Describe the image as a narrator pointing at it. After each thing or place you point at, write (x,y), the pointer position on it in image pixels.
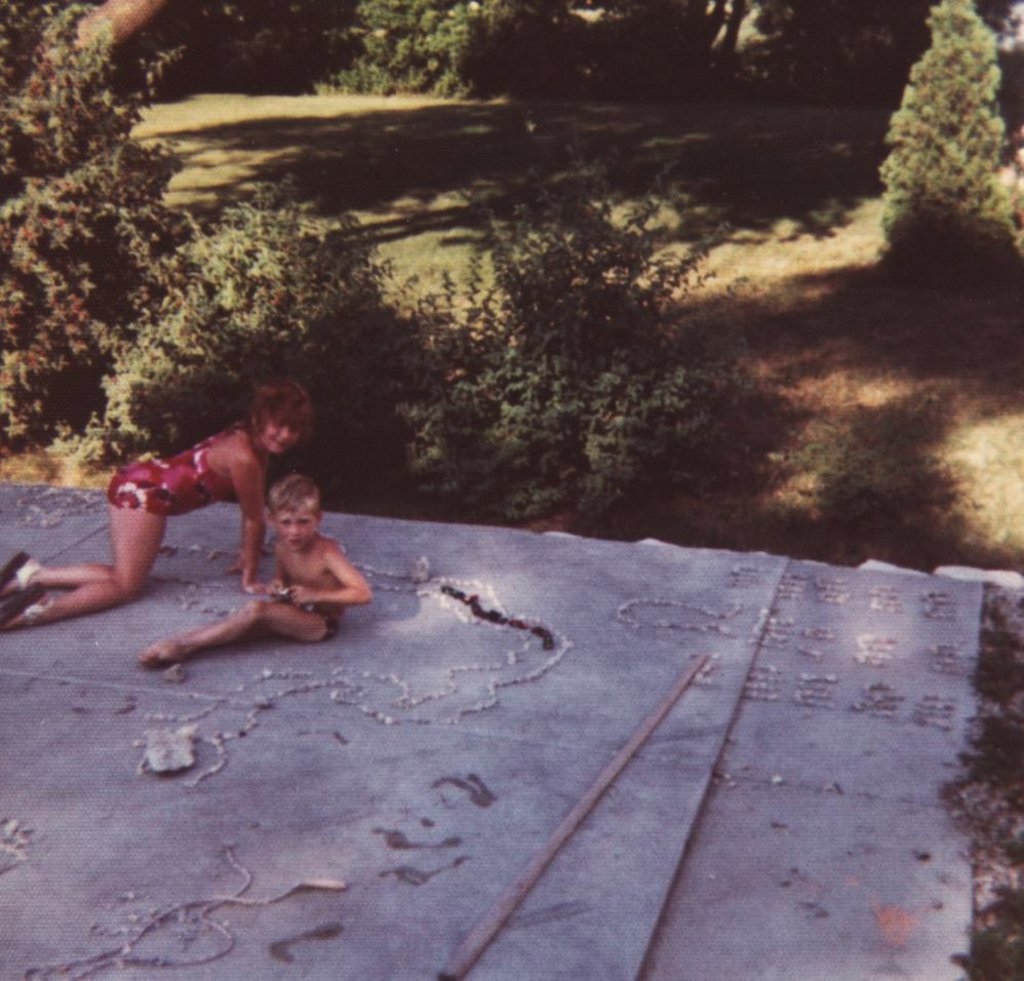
On the left side of this image (140,575) there is a girl (148,501) and a boy (258,607). The girl (223,446) is bending and the boy (296,600) is sitting. Both are looking at the picture. There are few stones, a stick (677,700) and a rope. In the background (386,337) there are many plants (559,317), trees (129,67) and also I can see the grass (468,185) on the ground (412,241).
